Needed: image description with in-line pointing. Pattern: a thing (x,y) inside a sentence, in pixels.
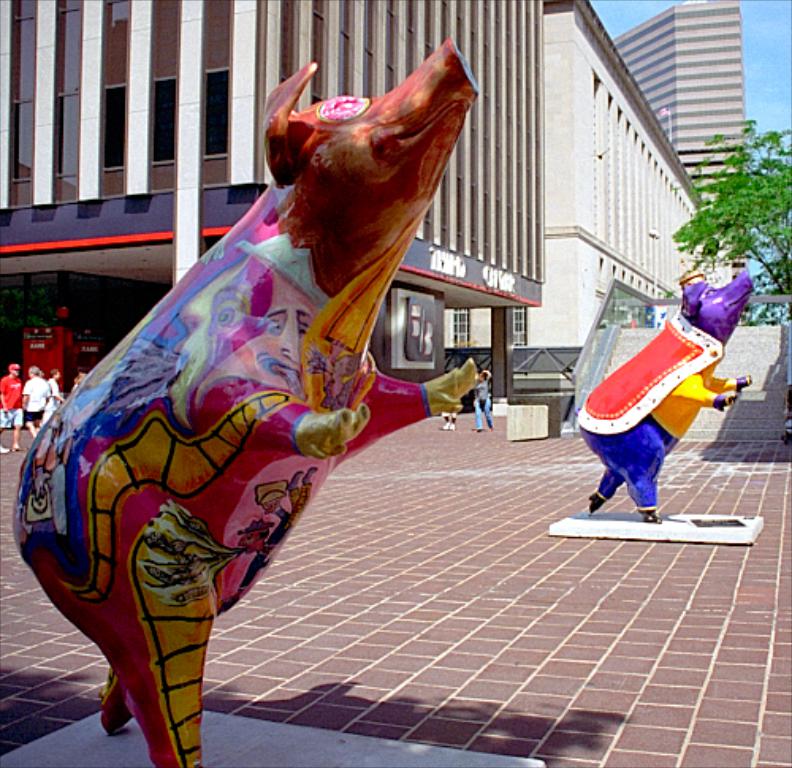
In this picture I can see there are statues (184,430) of animal (597,447), there are few people (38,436) walking on the left side (62,369) and there are a few buildings (493,231) and there is a tree (762,217) at the right side (741,186). The sky (748,32) is clear.
